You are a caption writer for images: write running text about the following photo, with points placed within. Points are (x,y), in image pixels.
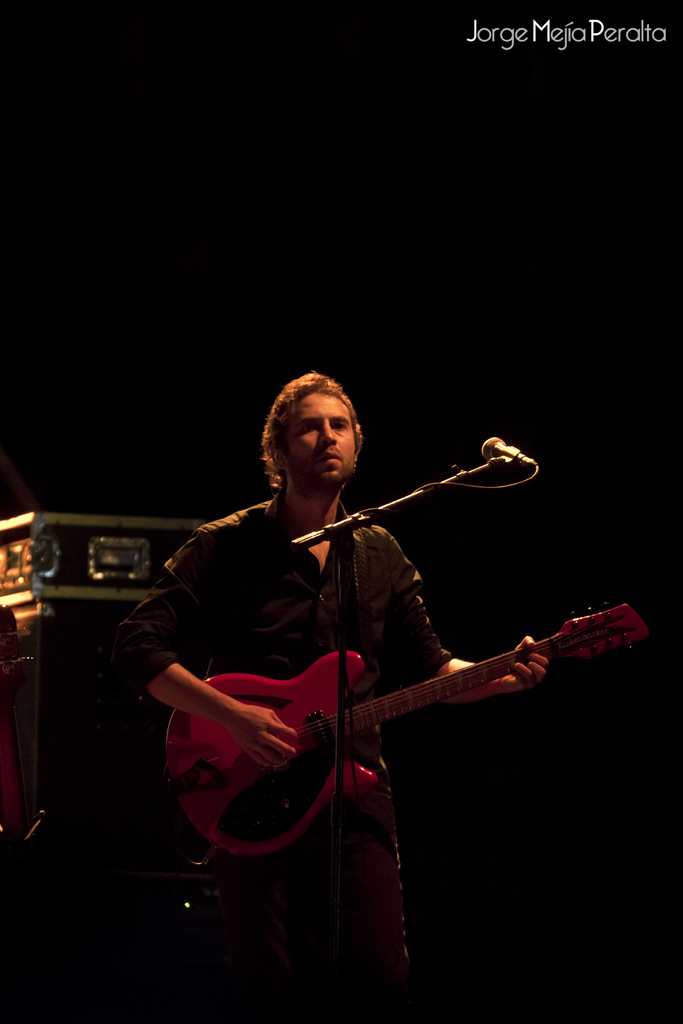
This picture shows a Man (193,592) Standing and playing guitar (527,651) and we see a microphone (506,445) in front of him.
